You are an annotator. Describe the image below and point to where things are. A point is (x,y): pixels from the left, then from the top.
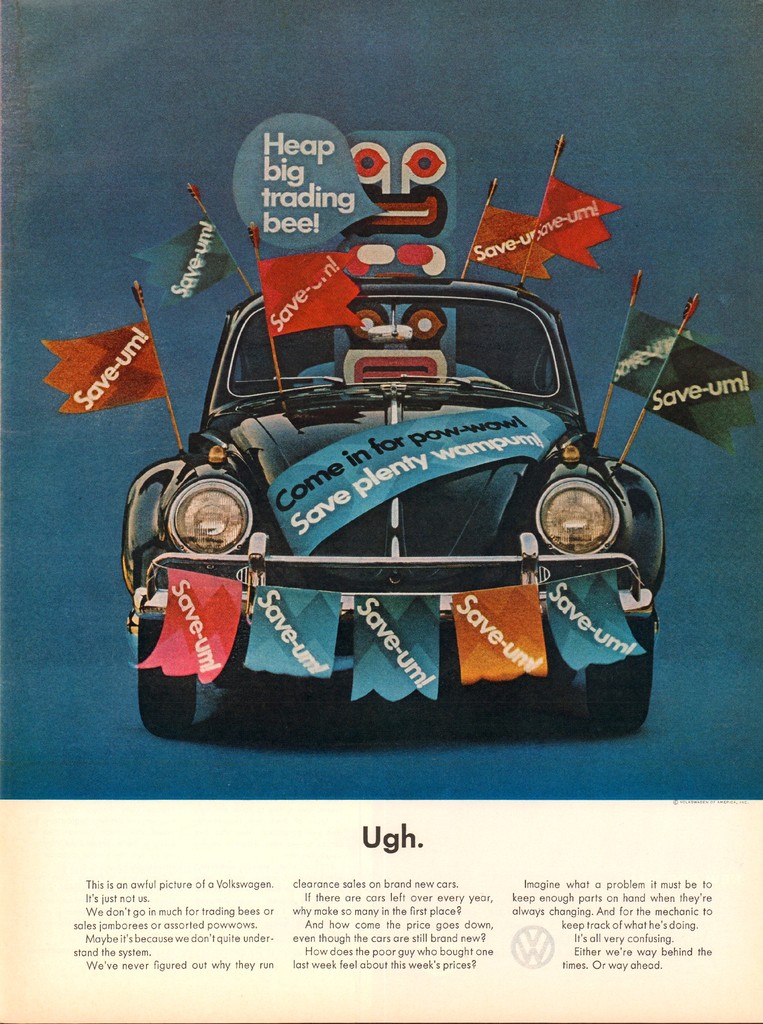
In this image there is a picture of a car (286,552) as we can see in the middle of this image (424,509) and there are some flags (401,610) on it. There is some text (151,969) written in the bottom of this image (605,884).
